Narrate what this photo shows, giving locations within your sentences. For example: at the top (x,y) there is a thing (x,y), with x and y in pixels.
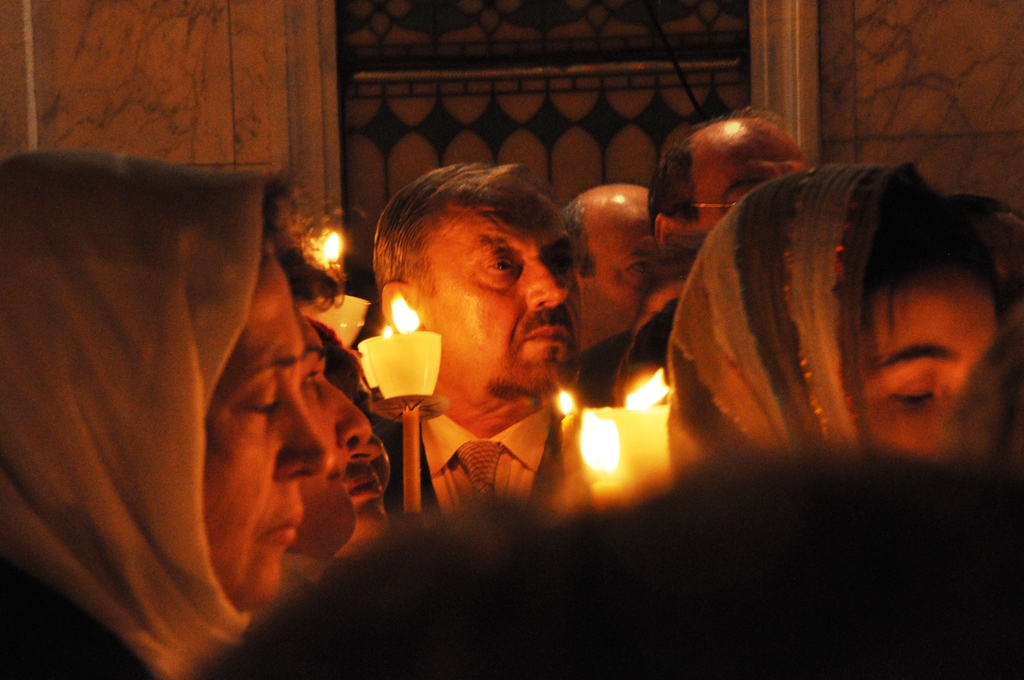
In this image we can see a group of people (451,294) and some candles (411,386) with flame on it. On the backside (557,80) we can see a wall (545,80).
